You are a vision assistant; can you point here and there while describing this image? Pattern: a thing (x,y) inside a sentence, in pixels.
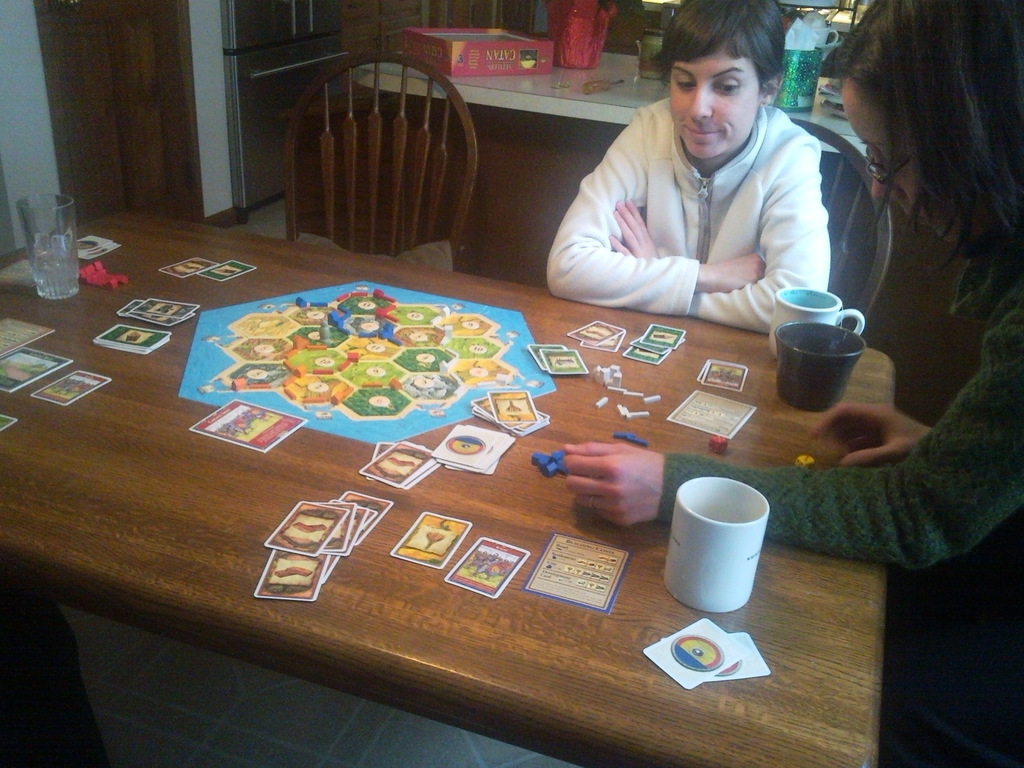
In this picture we can see two persons (760,235) are seated on the chair (849,205), in front of them we can see cups (802,362), cards (396,463) and a glass (64,246) on the table (119,434). In the background (581,52) we can find a flower vase (562,5), box (436,54) and some tools (597,86) on the table (544,76).
